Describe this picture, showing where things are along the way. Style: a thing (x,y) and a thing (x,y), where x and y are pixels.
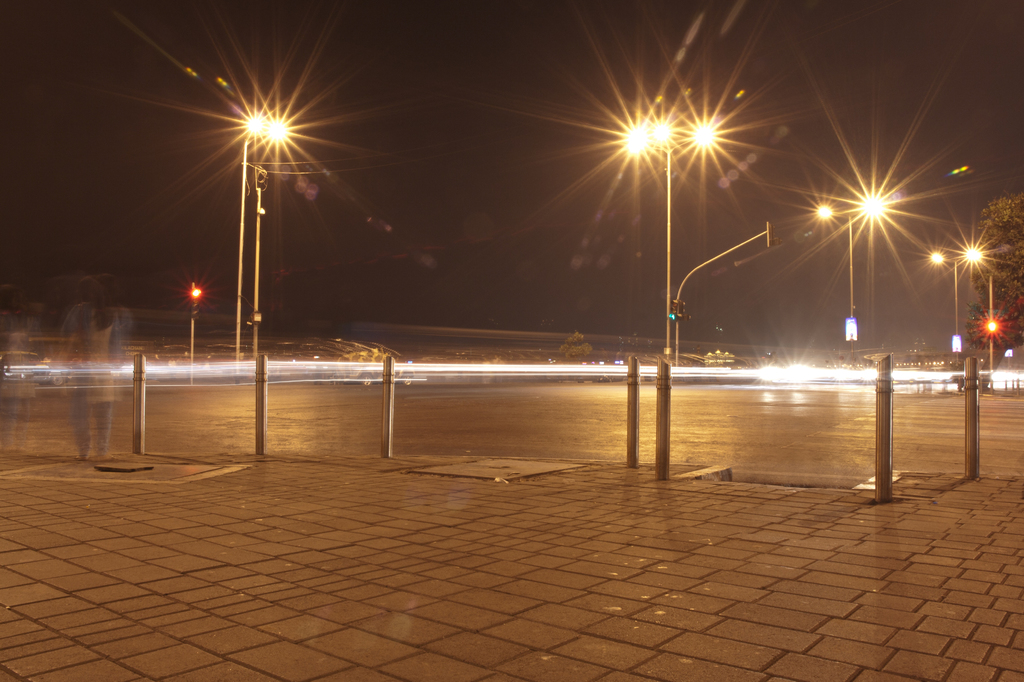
In this image in the center (632,371) there are some poles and lights (517,371), and there are some rods (973,386). On the left side of the image (105,393) there is a reflection (80,348) of one woman (96,351), at the bottom (513,572) there is a walkway (513,572). And in the background (982,325) there are some poles (958,343), traffic signals (993,339), trees (999,328) and buildings (951,356). At the top (428,181) there is sky (735,253).
